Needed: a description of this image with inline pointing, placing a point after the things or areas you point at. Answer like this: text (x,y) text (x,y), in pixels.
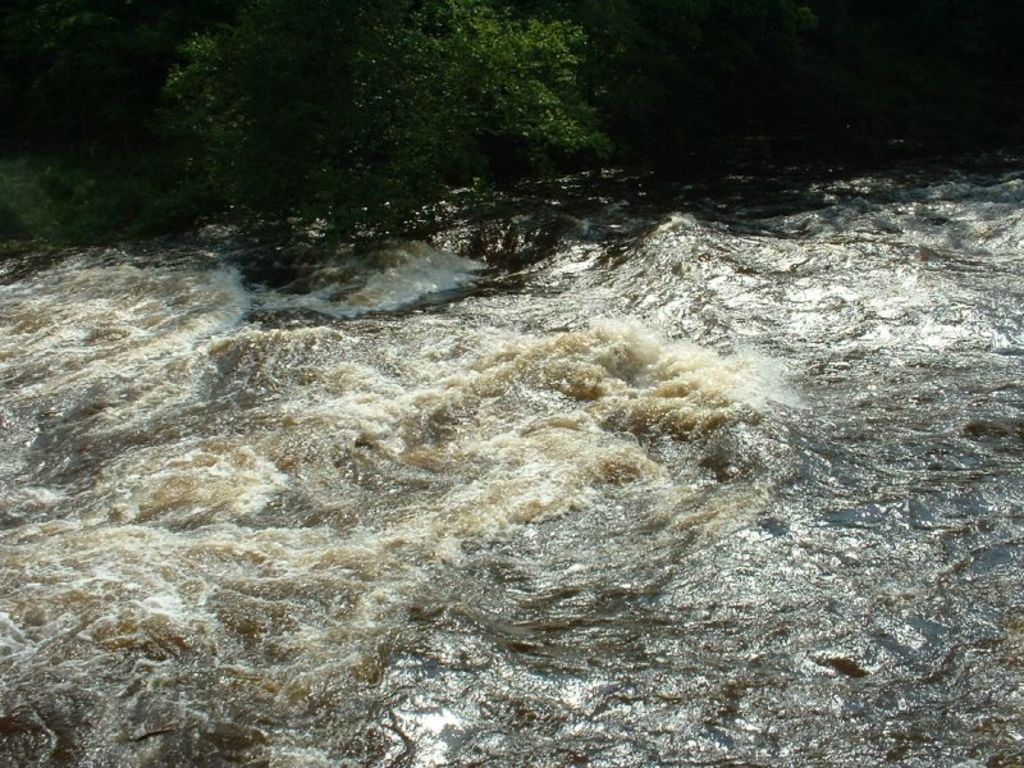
In this image there is water (717,480) truncated towards the bottom of the image (486,555), there are trees (387,73) truncated towards the top of the image (525,53).
